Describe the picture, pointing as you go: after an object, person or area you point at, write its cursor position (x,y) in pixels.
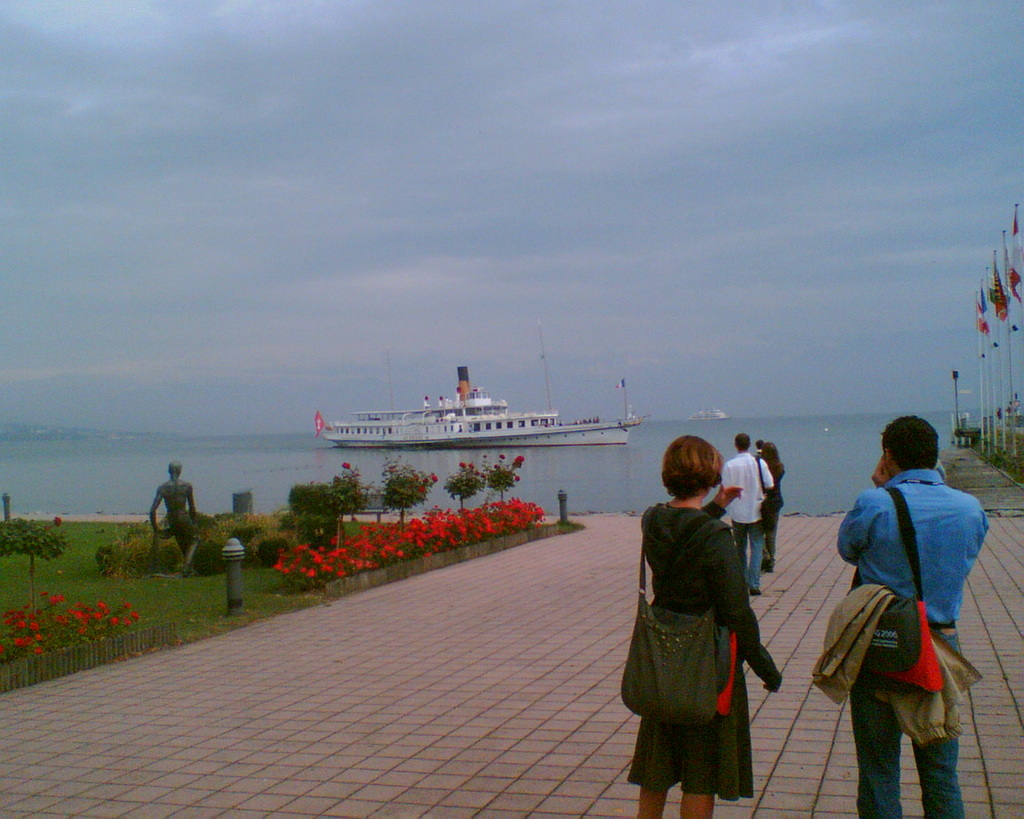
In this picture I can see there are few people (689,581) walking here on the walk way (493,611) and in the backdrop (317,423) I can see there is a ship (339,442) and ocean (273,441) here in the backdrop (254,437) I can see there is a ocean (309,448).
